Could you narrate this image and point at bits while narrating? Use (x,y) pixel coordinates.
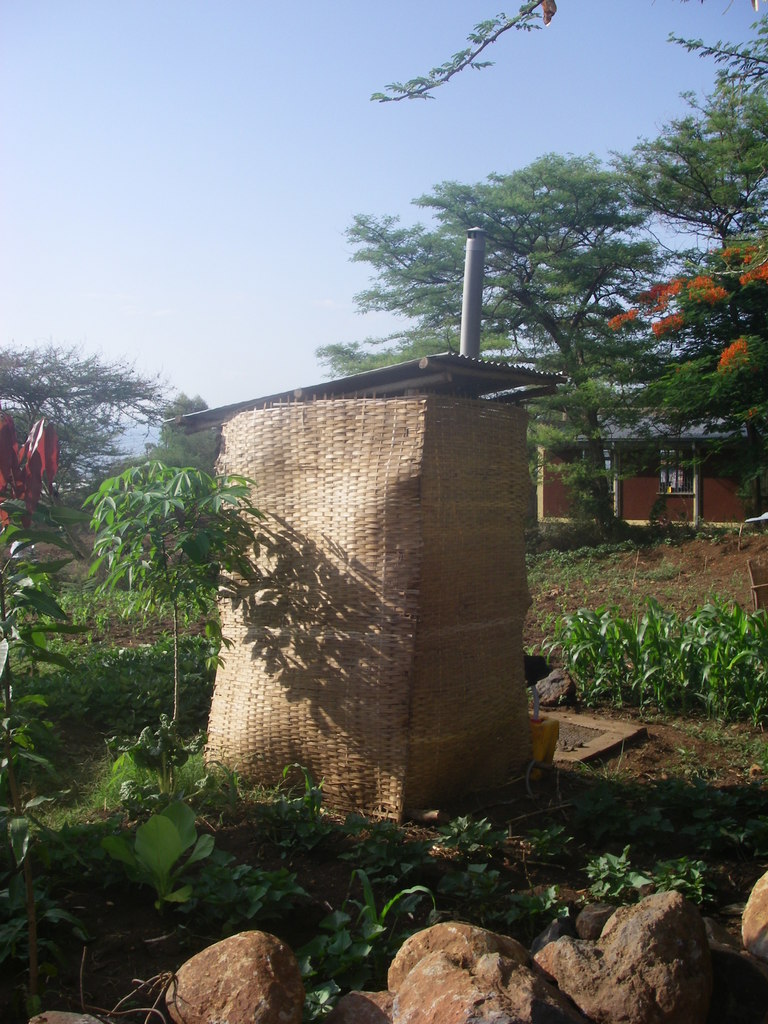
In this image in front (221,1012) there are rocks (720,962). At the center of the image (374,476) there is a shed (318,770). We can see plants (153,754) and at the bottom (180,773) there is grass (590,560) on the surface (685,569). In the background (637,523) there are trees (590,445), building (638,492) and sky (211,146).
